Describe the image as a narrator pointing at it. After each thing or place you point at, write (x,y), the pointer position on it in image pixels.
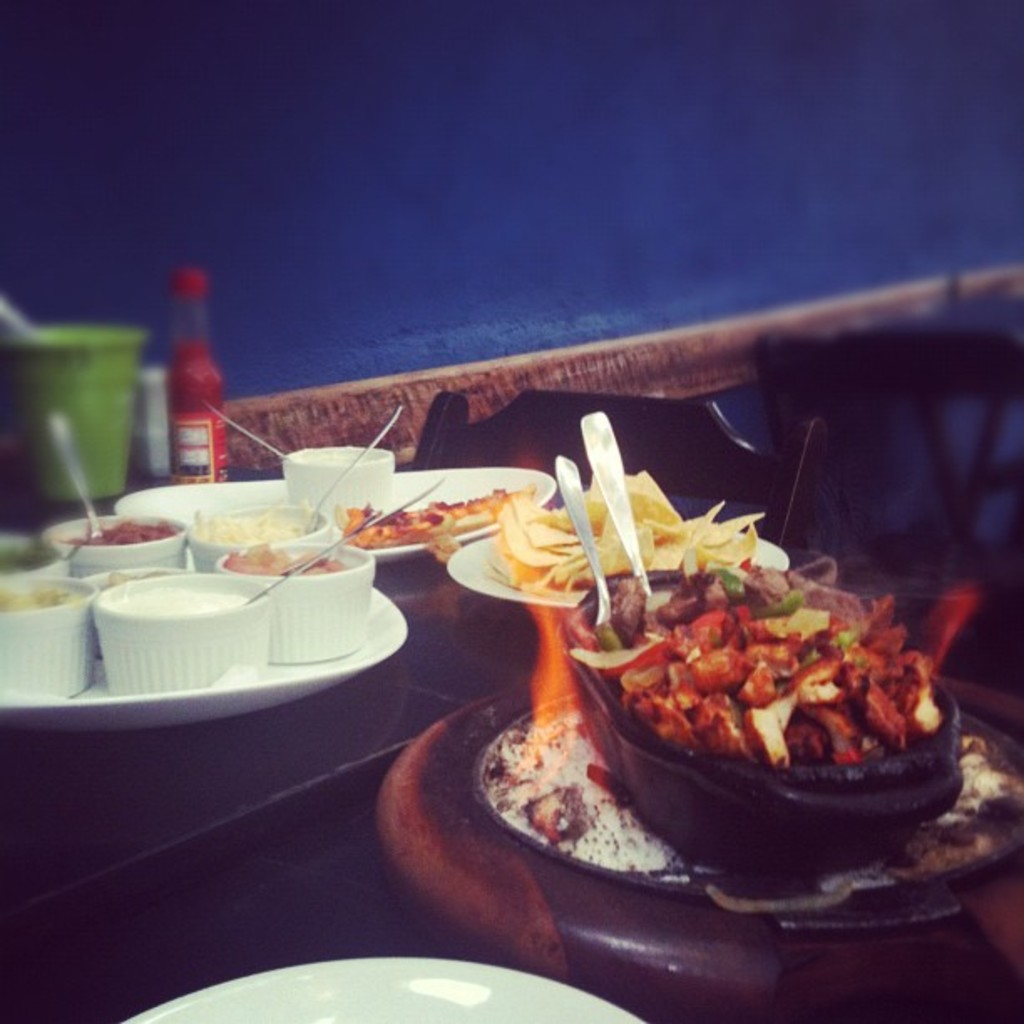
In the picture we can see some food items (159,603) which are in plates (447,983), trays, cups (228,587) and there are some bottles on surface (228,792), there are chairs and in the background of the picture (428,105) there is blue color wall (584,111).
